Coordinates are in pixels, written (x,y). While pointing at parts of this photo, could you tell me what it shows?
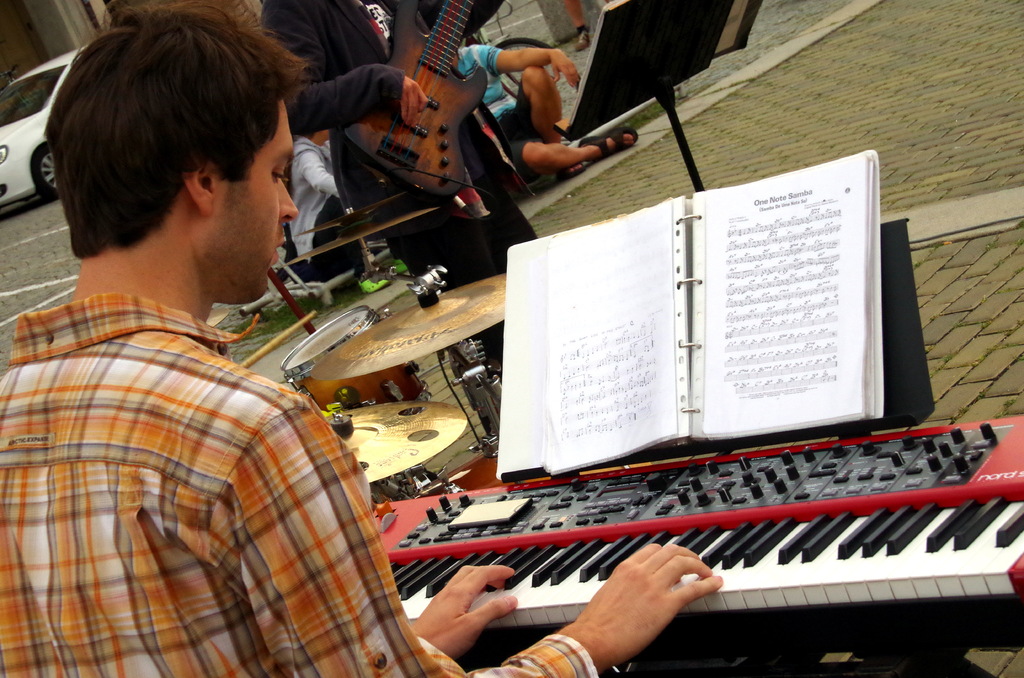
This is the picture on the road (45,297). There is a person (169,505) in the front (220,603) is playing musical instrument (766,521) and at the back (381,49) there is a person (469,241) standing and playing guitar (402,125), in the middle (452,328) there are drums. At the back (32,176) there is a car (32,176) on the road (15,240) and there are books (666,241) in front of the persons (414,107).
